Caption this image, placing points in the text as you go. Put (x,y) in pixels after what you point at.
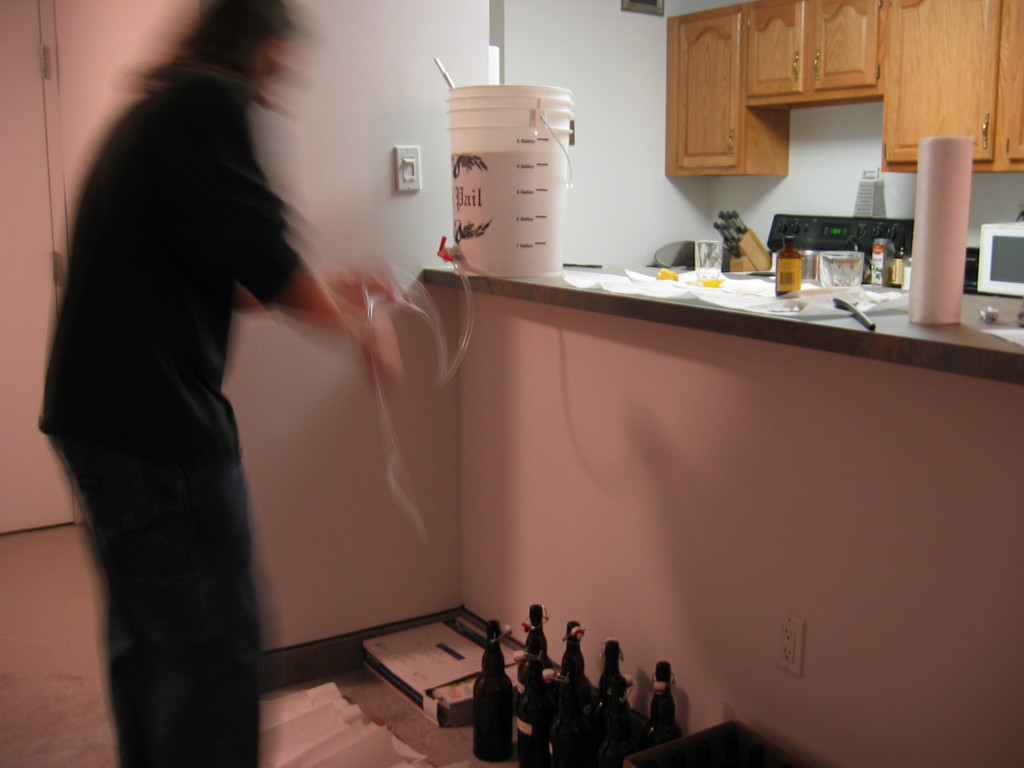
On the left (185,193) we can see a person (170,251) standing on the floor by holding a pipe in his hands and there are wine bottles (494,648) and a box (373,645) on the floor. On the platform (647,297) we can see a bucket (490,134), gas stove (842,229), bottles (879,260), an electronic device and other objects (946,197). We can see a door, an object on the wall (464,53) and cupboards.
